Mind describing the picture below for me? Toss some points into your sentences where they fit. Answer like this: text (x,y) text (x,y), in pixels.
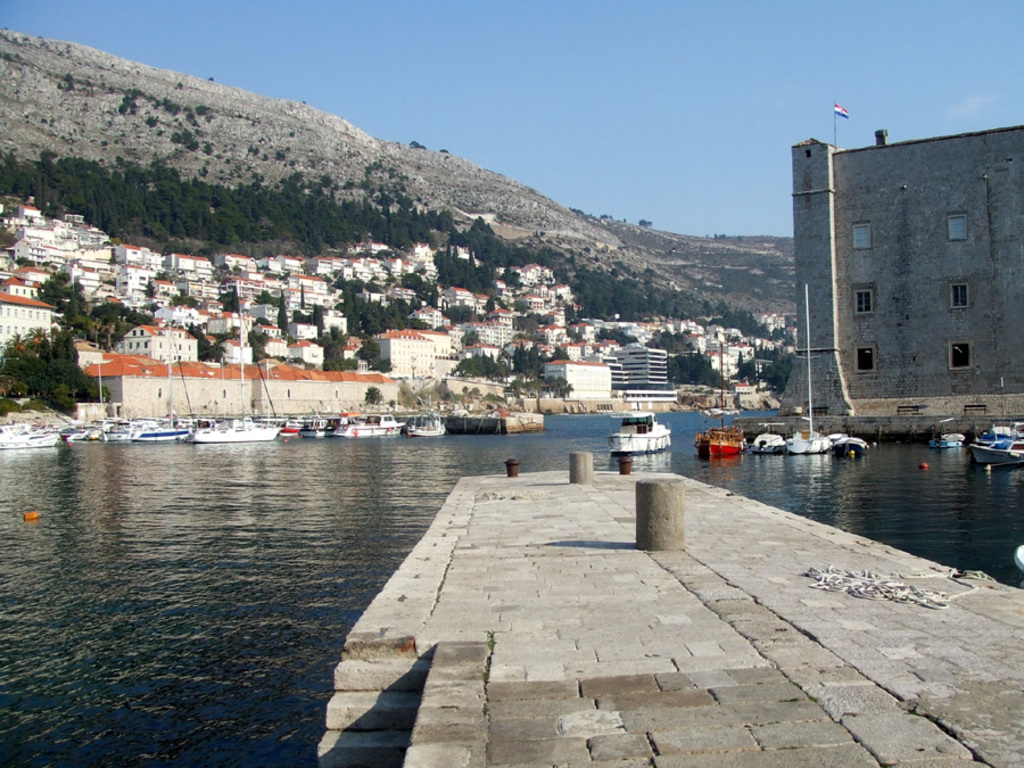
In this image we can see a few boats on the water (168,465), there are some buildings (200,379), trees (63,379), windows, mountains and a flag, in the background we can see the sky (478,111).
